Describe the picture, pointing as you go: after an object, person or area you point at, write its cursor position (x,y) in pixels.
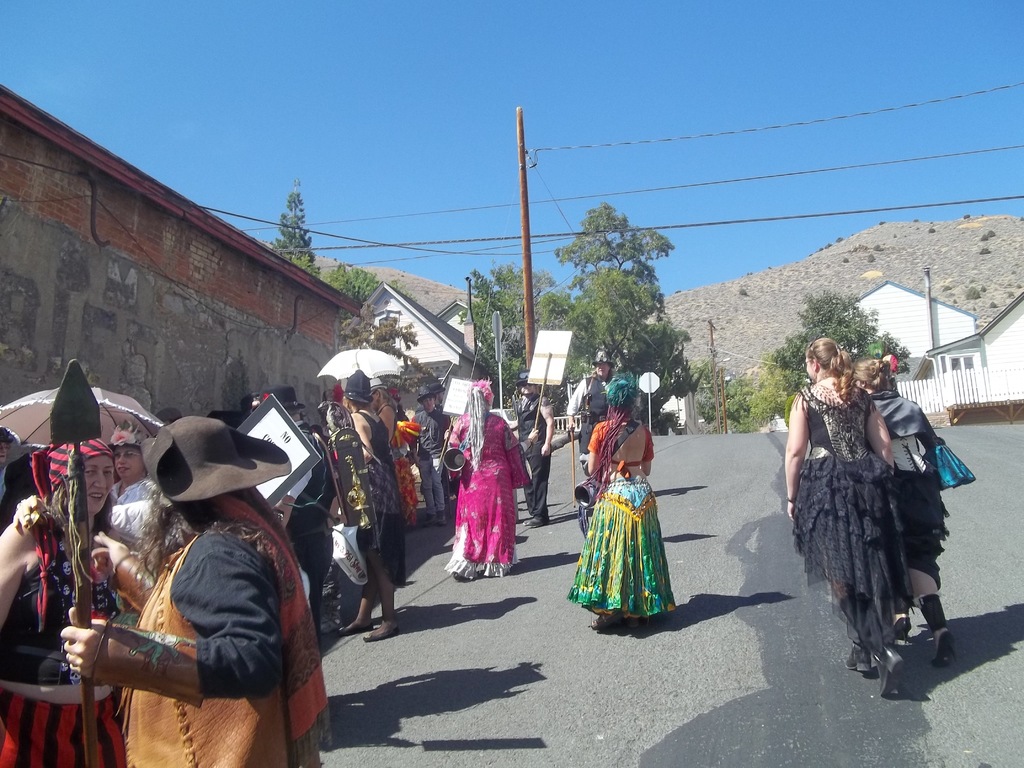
In this picture, we see people (599,551) wearing colorful dresses (599,533) are walking on the road (690,580) and they are holding boards (549,337) and umbrellas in their hands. In front of them, we see a pole (518,140) and wires (532,150). There are many buildings (966,356) and trees (538,308) in the background (609,304). We even see hills (948,246). At the top of the picture (444,194), we see the sky (650,207).
